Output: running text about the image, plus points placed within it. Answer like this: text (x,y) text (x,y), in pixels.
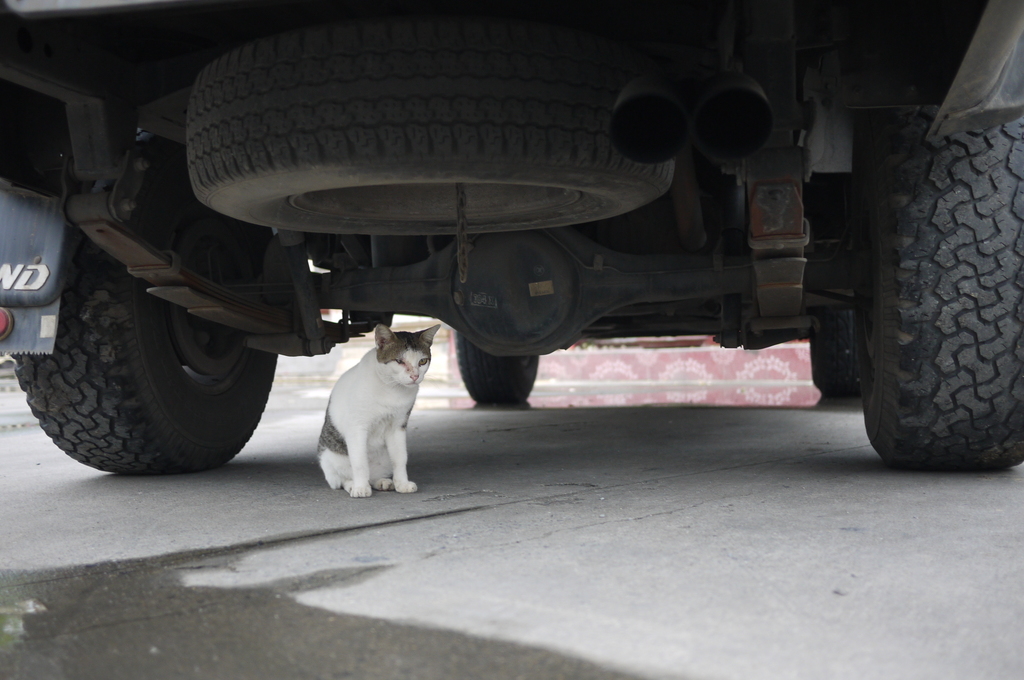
In the picture we can see under the vehicle (673,294) with smoke pipe (655,134) tire (593,155) and tire (889,307) which are fixed to the vehicle (800,284) under it we can see a cat (360,402) sitting on the path (502,445).
